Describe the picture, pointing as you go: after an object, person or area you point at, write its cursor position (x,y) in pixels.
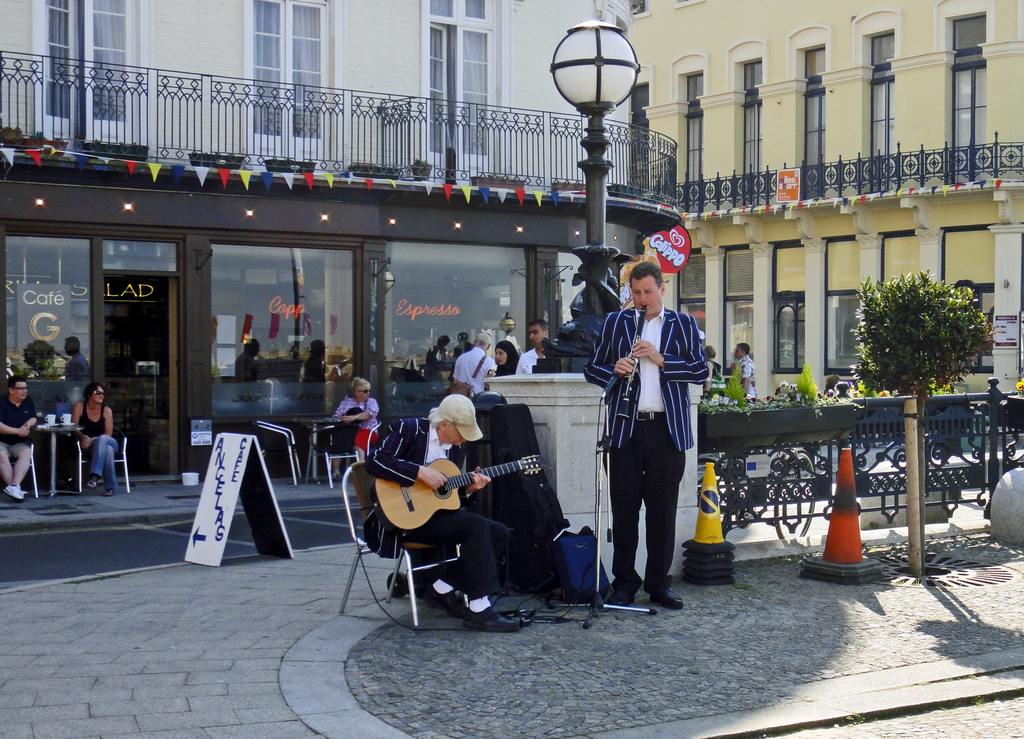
In this image i can see man (405,443) sitting on a chair (432,561) and playing a guitar (420,501) at the right (690,406) man (633,457) standing playing some musical instrument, at the back ground (518,295) i can see a building (465,305), a railing (388,143).
